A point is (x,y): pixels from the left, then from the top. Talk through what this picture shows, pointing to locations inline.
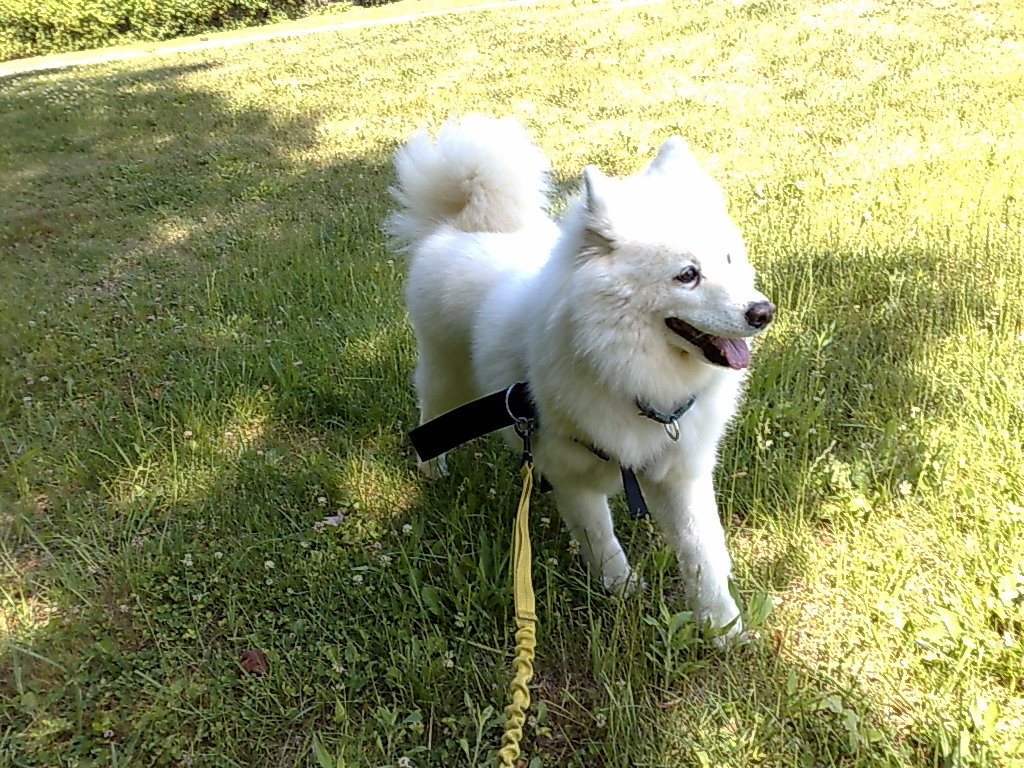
In this image in the center (460,269) there is a dog (435,377) and at the bottom (410,544) there is grass (508,508) and there is a belt (512,714), in the background (30,33) there are some plants (21,54).
